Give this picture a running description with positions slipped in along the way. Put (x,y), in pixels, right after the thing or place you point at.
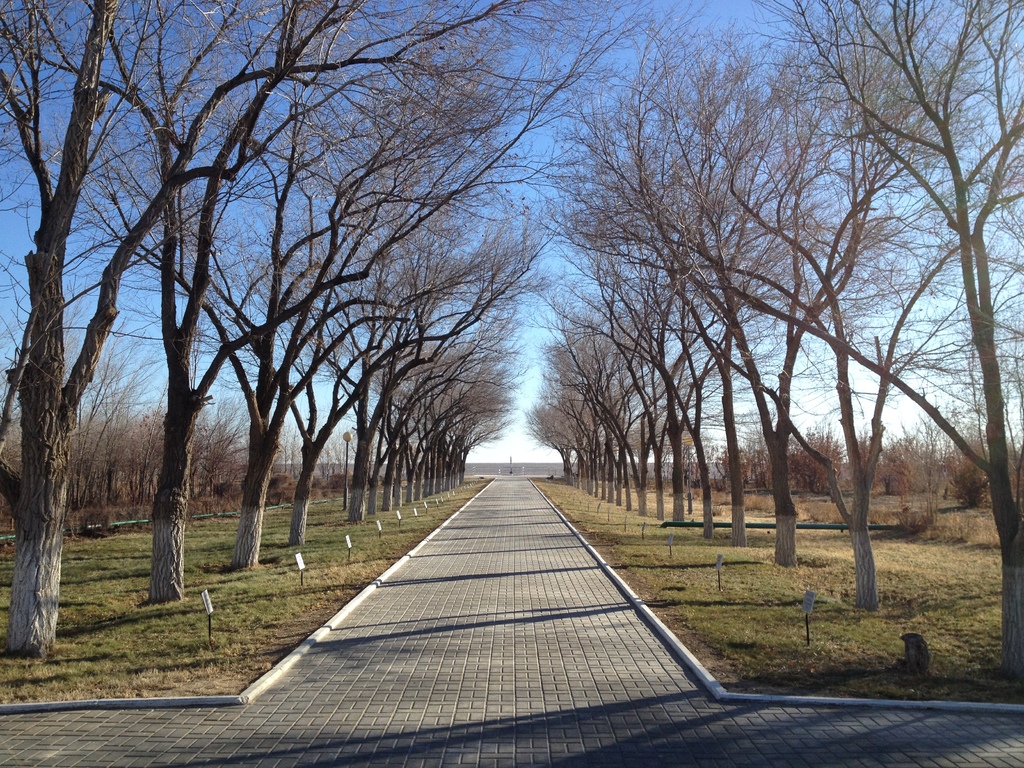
This image consists of a path (533,654). At the bottom (248,623), there is grass (243,584). To the left (322,437) and right there are trees (296,387). At the top (528,152), there is a sky (546,171).
